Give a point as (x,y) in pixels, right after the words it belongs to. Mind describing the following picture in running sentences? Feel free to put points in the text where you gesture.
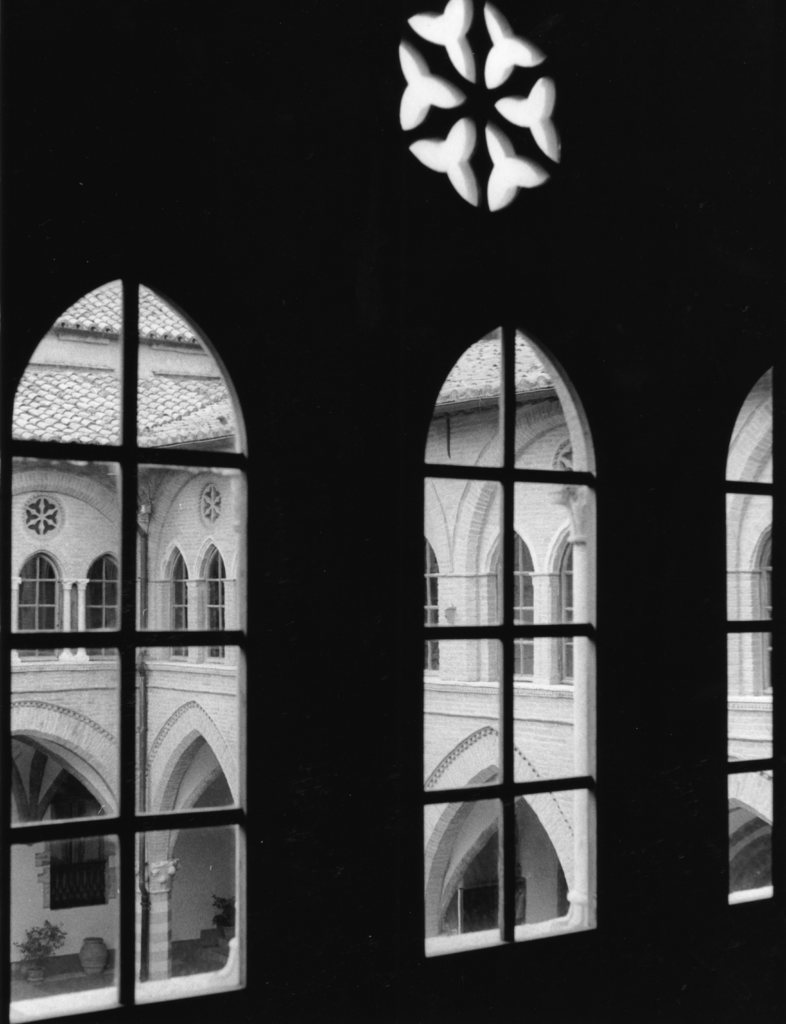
We can see glass windows (571,590), through these glass windows (127,496) we can see windows (216,583), pillars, house plants (46,943) and roof tops (174,416).
